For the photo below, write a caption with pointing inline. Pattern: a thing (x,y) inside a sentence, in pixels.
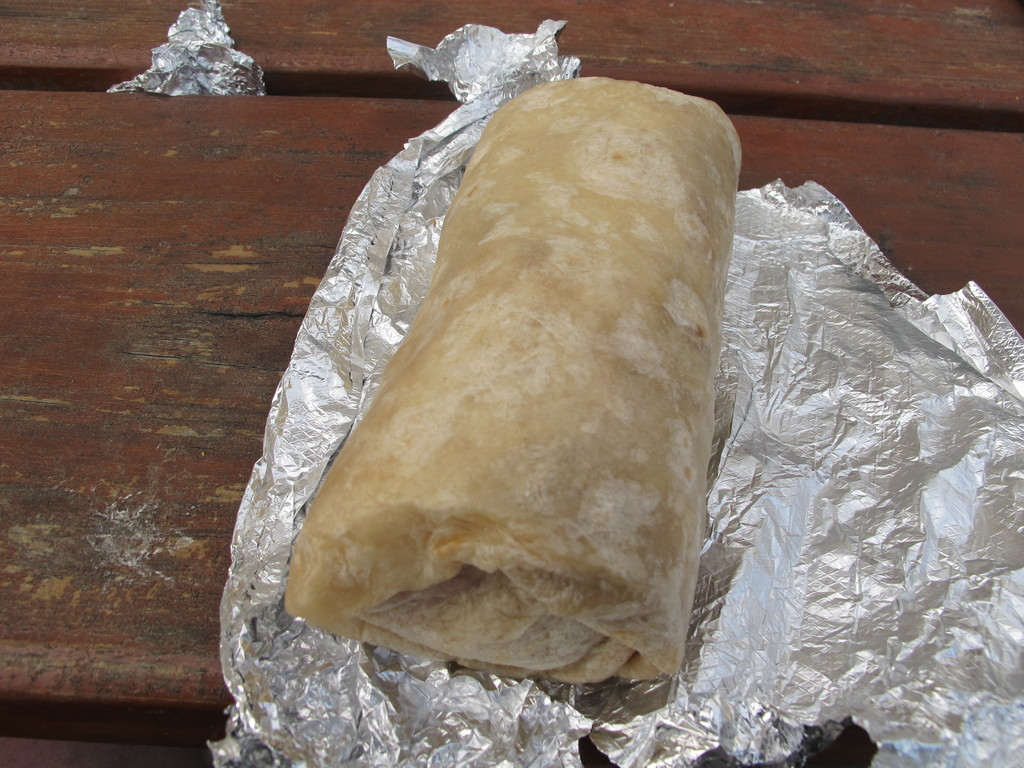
In the picture we can see a wooden plank (313,285) on it we can see a food item (557,365) on the silver paper (344,719).
